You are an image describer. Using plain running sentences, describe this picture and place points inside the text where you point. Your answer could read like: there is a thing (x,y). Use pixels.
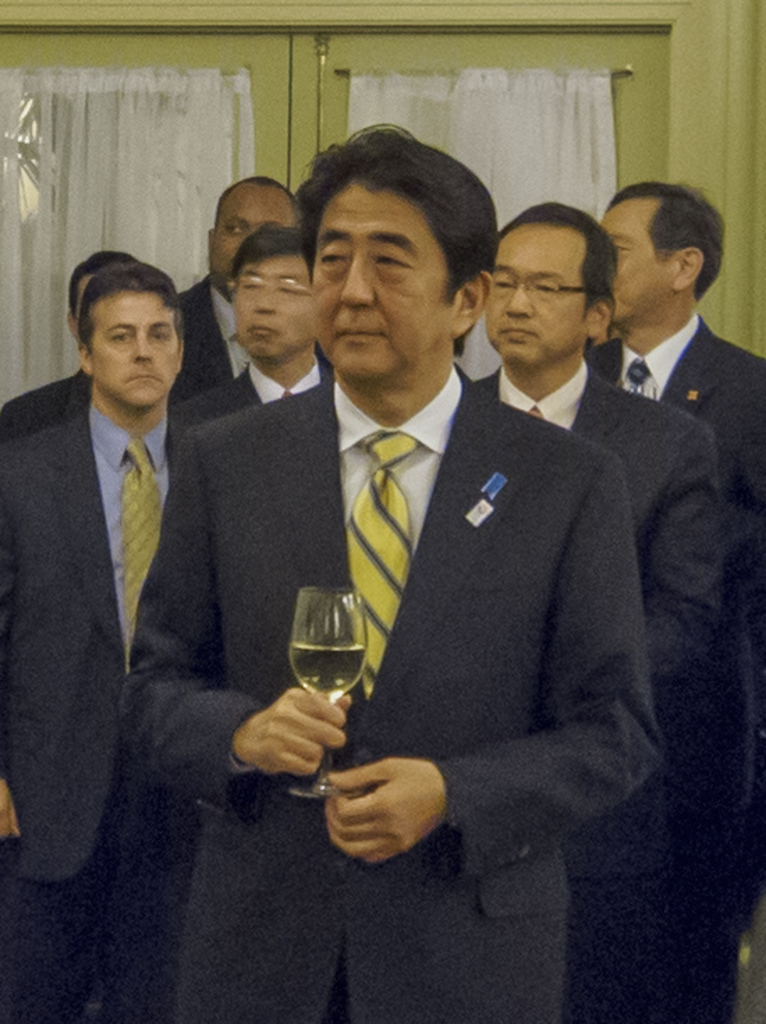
The image is inside the room (368,39). In the image there are group of people (192,471) standing, in middle (391,445) there is a man (412,566) wearing a blue color suit (464,489) holding a wine glass (317,657) on his hand (300,718). In background (269,63) there is a door (338,42) and we can also see curtains (73,202).
